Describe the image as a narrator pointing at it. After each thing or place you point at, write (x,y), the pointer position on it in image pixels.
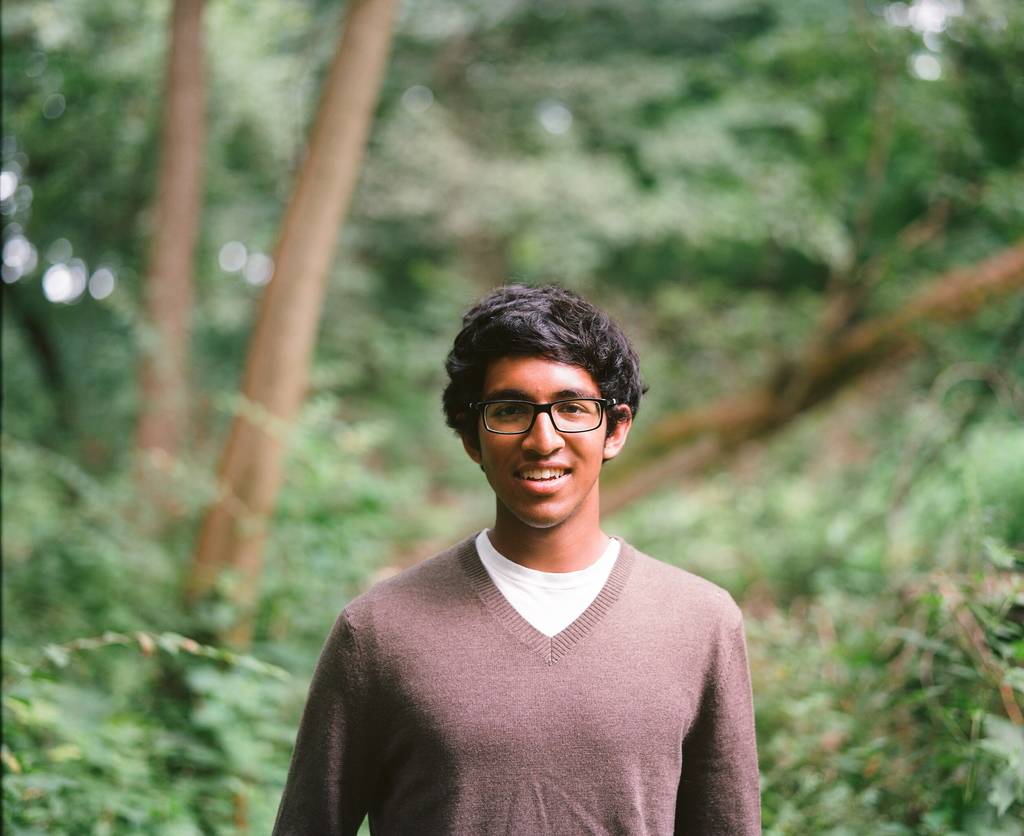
In this image there is a person (458,565) posing for the camera with a smile (554,469) on his face (498,405), behind the person (575,586) there are trees (657,272).
